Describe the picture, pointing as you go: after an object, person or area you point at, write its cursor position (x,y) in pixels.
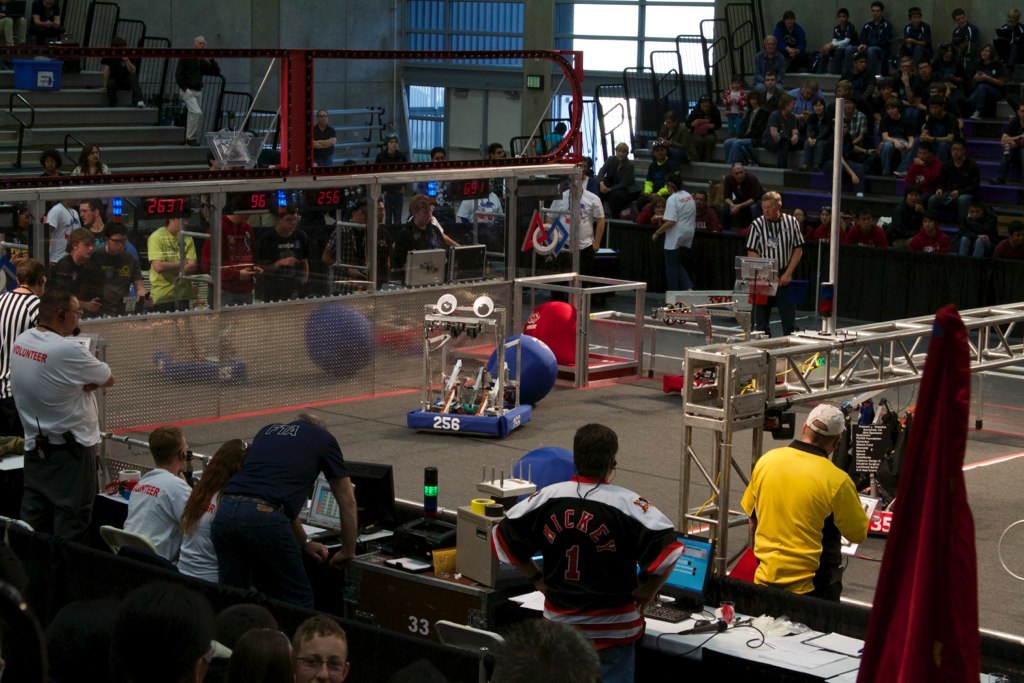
In this image there are some persons (280,568) standing at bottom of this image (621,624), and there are some tables (469,590) at bottom of this image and there are some chairs (129,535) at bottom left corner of this image (122,548) and there is a fencing wall (305,331) in middle of this image (363,303) and there is a sitting area (642,193) at top of this image (767,160) and there are some persons (655,193) are sitting in this area (705,182) and there is a wall (446,74) in the background (533,105). There is one person (804,479) standing at right side of this image (819,493) is wearing yellow color t shirt (808,503).
